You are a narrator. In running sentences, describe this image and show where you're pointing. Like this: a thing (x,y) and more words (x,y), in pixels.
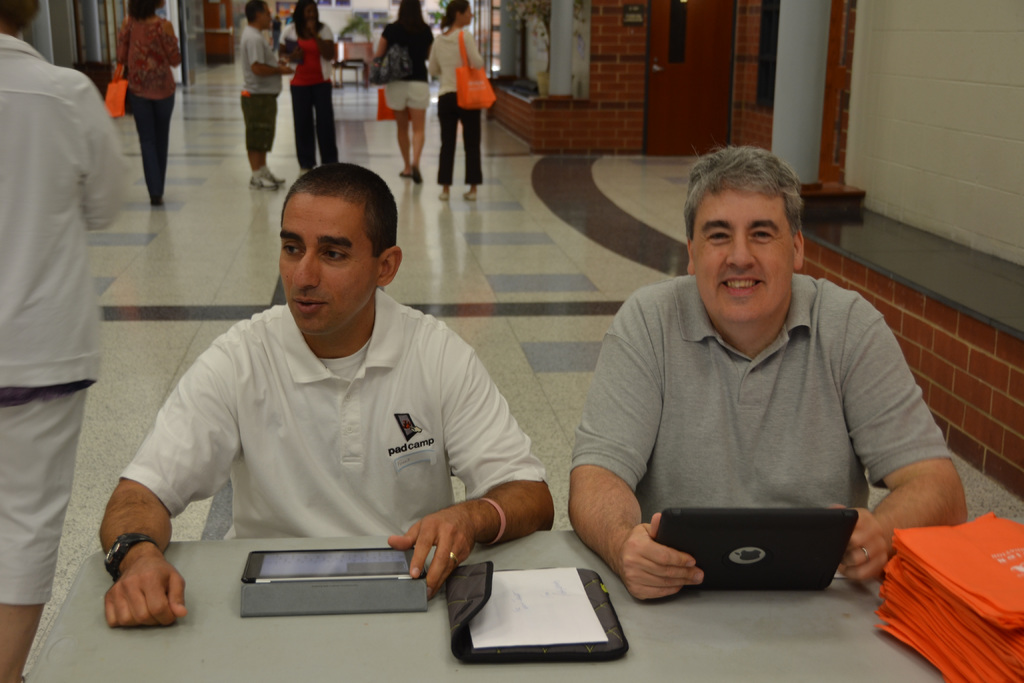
In this image, we can see two men (477,402) sitting, there is a table (796,648). We can see a tablet (382,574) and a black object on the table (142,639). We can see the floor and there are some people (170,60) walking. We can see the walls (1003,184).
